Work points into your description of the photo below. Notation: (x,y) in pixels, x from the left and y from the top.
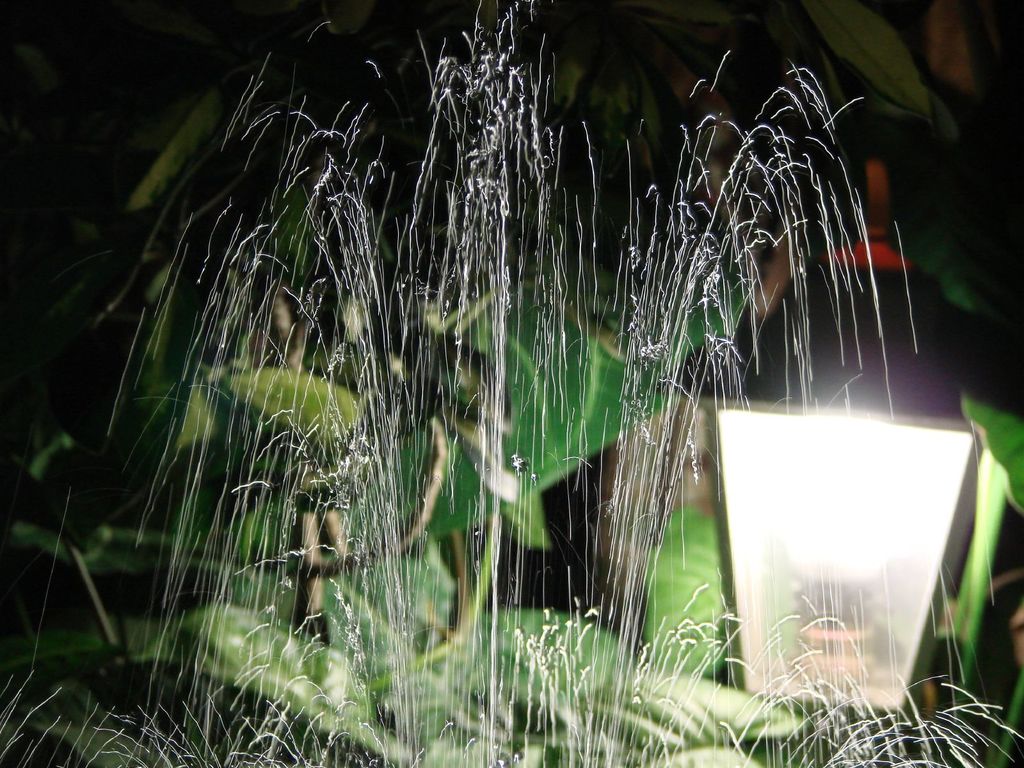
In this image I can see water (490,735) and a light (777,670) in the front (805,527). In the background (719,692) I can see number of green colour leaves (607,429).
